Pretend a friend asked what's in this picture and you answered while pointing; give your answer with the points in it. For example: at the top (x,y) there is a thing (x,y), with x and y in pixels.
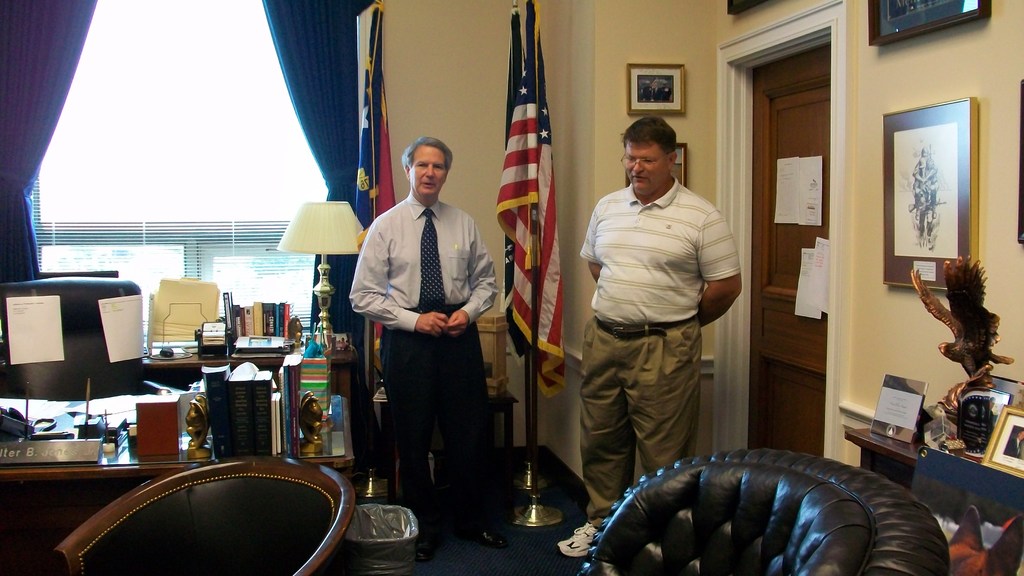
In the image we can see there are people (622,377) who are standing and on the table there are books (230,429) and statue (204,432) of a toy (302,411) and at the back (538,468) there is flag (535,45).
